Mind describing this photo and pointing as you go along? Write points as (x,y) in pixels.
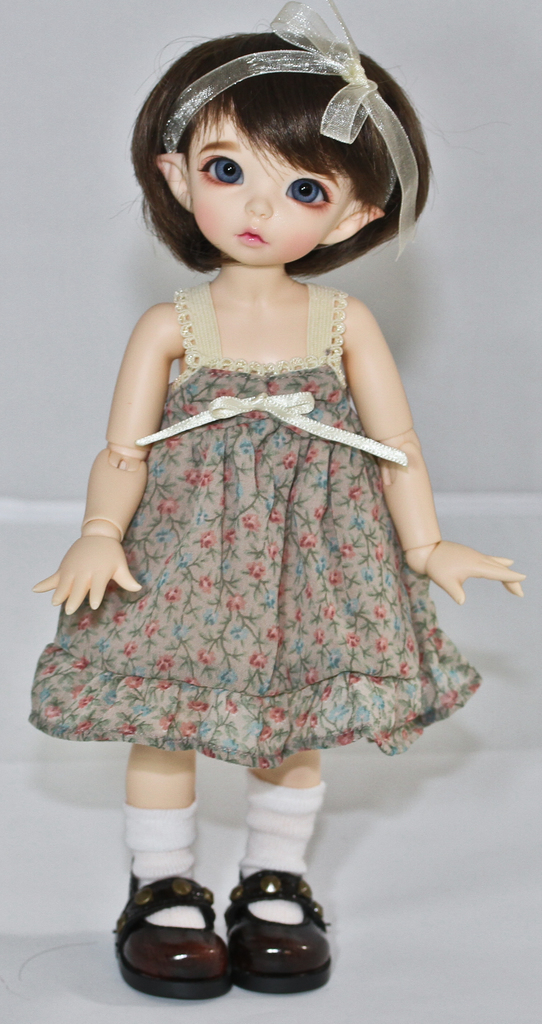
In the center of the image (338,450), we can see a doll (200,642) and in the background (398,889), there is a white surface (457,820).
